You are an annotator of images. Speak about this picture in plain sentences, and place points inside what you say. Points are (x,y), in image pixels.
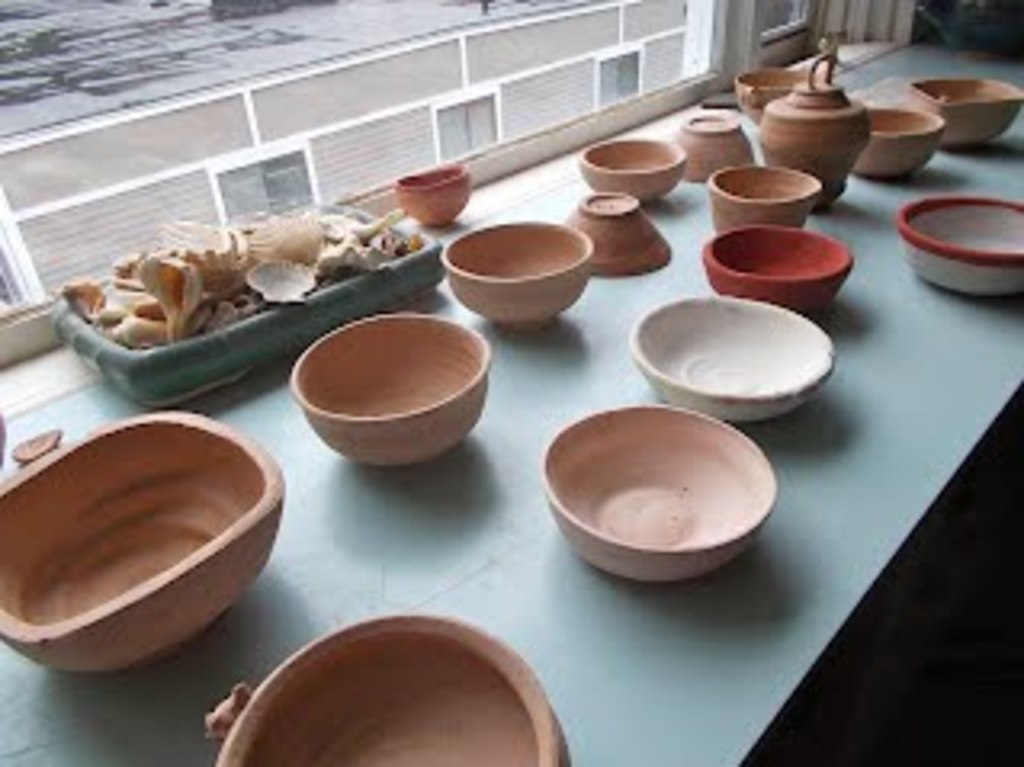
In this picture there is a table (987,334) in the center of the image (458,345), on which there are clay bowls (396,448) and a tray (135,350) of shells (132,334) are placed, there is a window (373,38) at the top side of the image (429,82).
